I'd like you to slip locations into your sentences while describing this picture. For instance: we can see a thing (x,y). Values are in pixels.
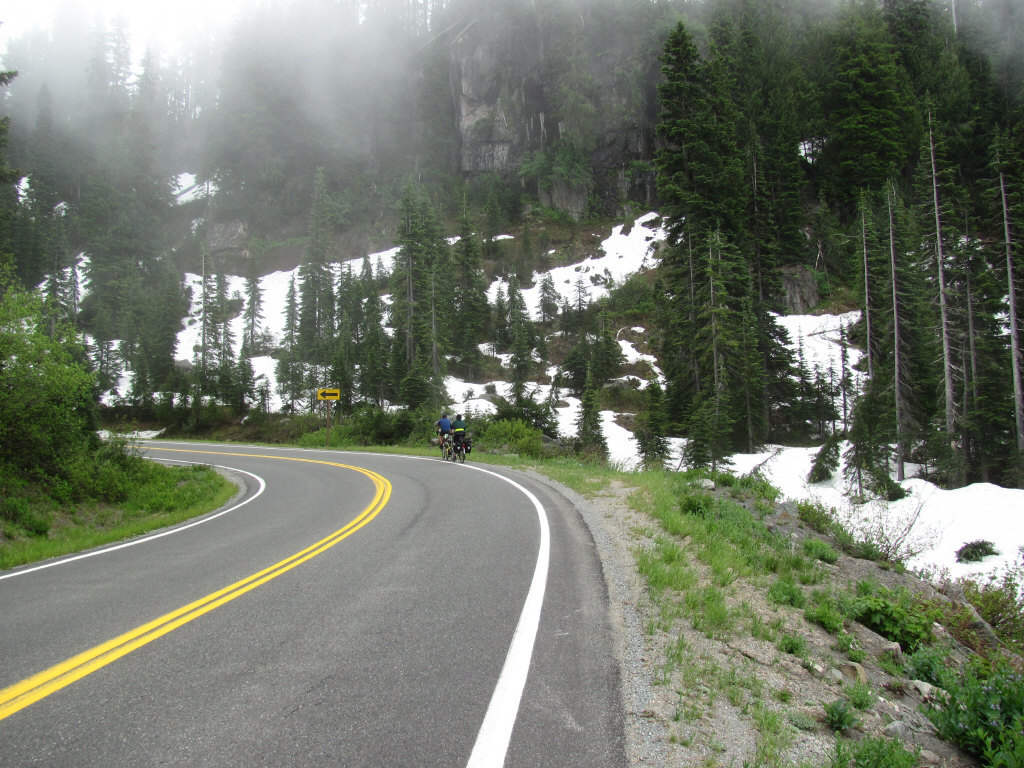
In this image I can see two persons (449,440) sitting on the bicycle (460,449). They are on the road (446,472). Back I can see trees (718,218) and snow (807,459).
